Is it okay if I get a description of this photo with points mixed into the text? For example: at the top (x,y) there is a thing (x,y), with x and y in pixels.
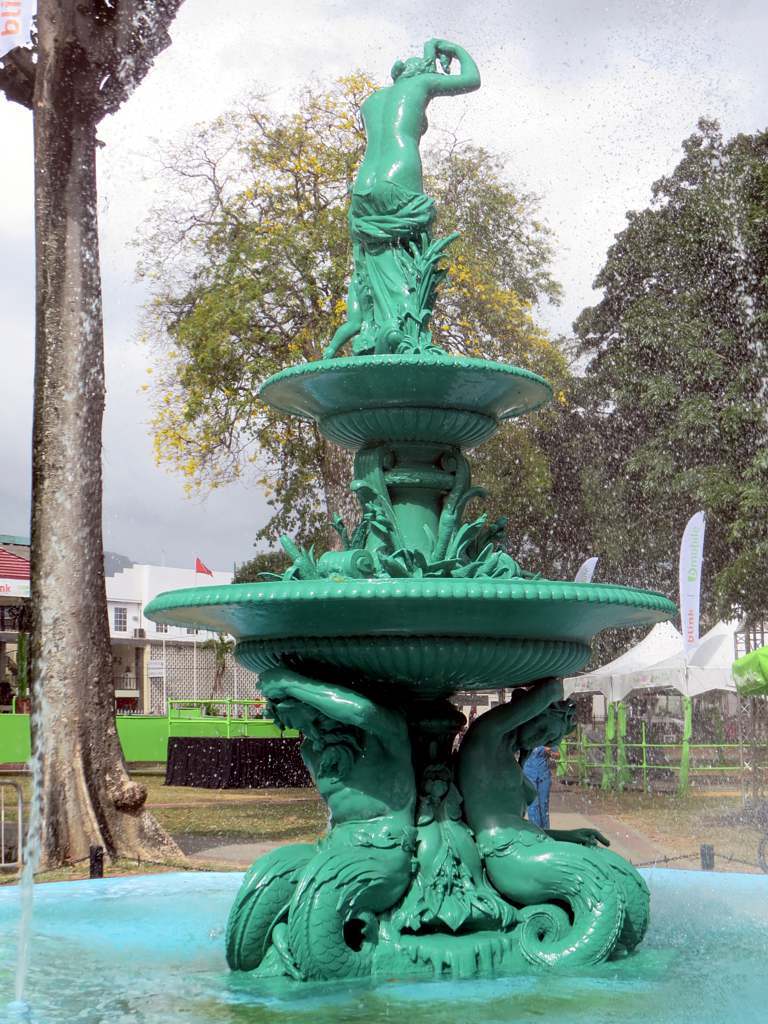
In this picture I can see the fountain (357,272) in front (561,596), on which there are sculptures (392,140) and I can see the water (104,924). In the background (56,660) I can see the trees (260,331), few buildings (27,573), grass (145,780), white color things (686,642) and the sky (6,194).
